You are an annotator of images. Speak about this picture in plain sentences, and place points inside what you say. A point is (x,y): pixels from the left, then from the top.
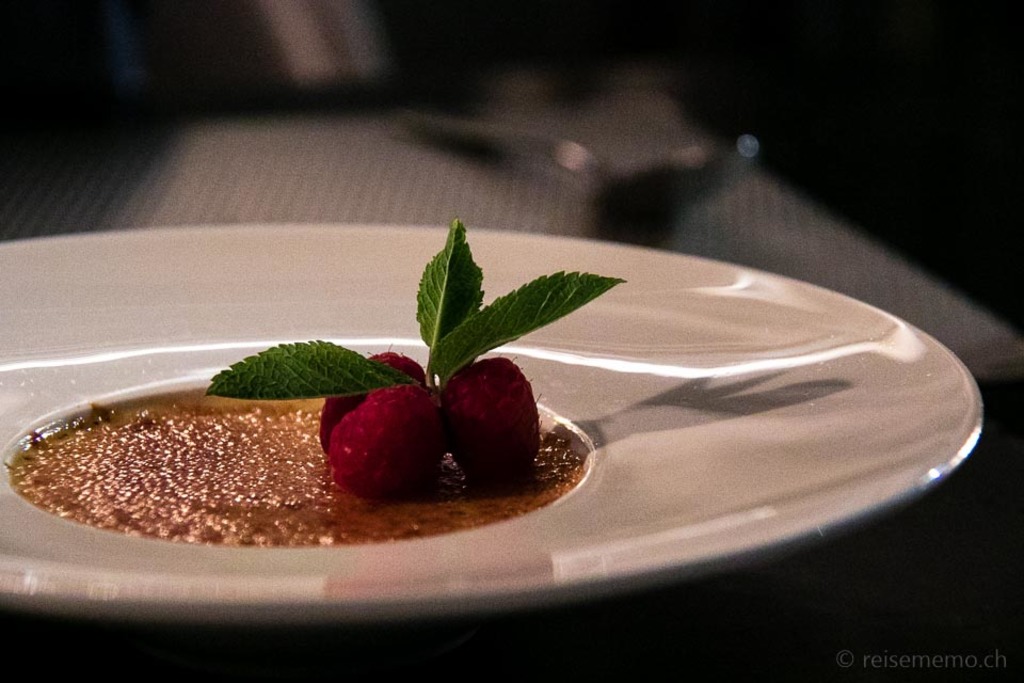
In this picture I can see the raspberries (409,363), mint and dessert (542,489) in a white plate (716,491). This plate (783,494) is kept on the table (796,639). In the top right corner (899,106) I can see the darkness (908,49).
